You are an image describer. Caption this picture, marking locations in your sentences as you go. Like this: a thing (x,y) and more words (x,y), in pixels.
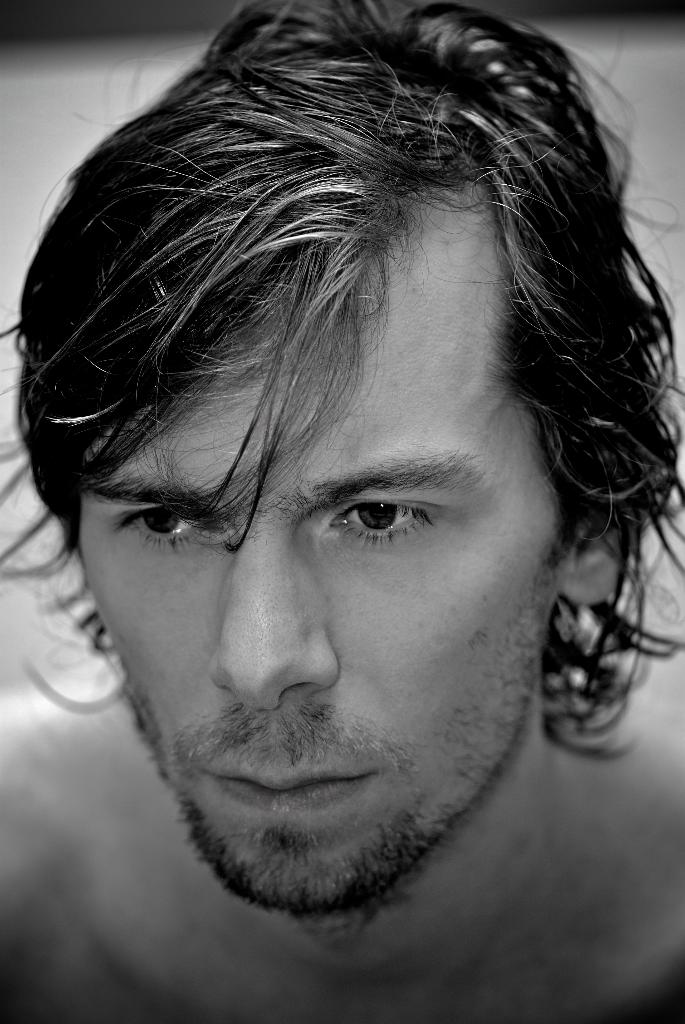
This picture shows a man (181,685).
